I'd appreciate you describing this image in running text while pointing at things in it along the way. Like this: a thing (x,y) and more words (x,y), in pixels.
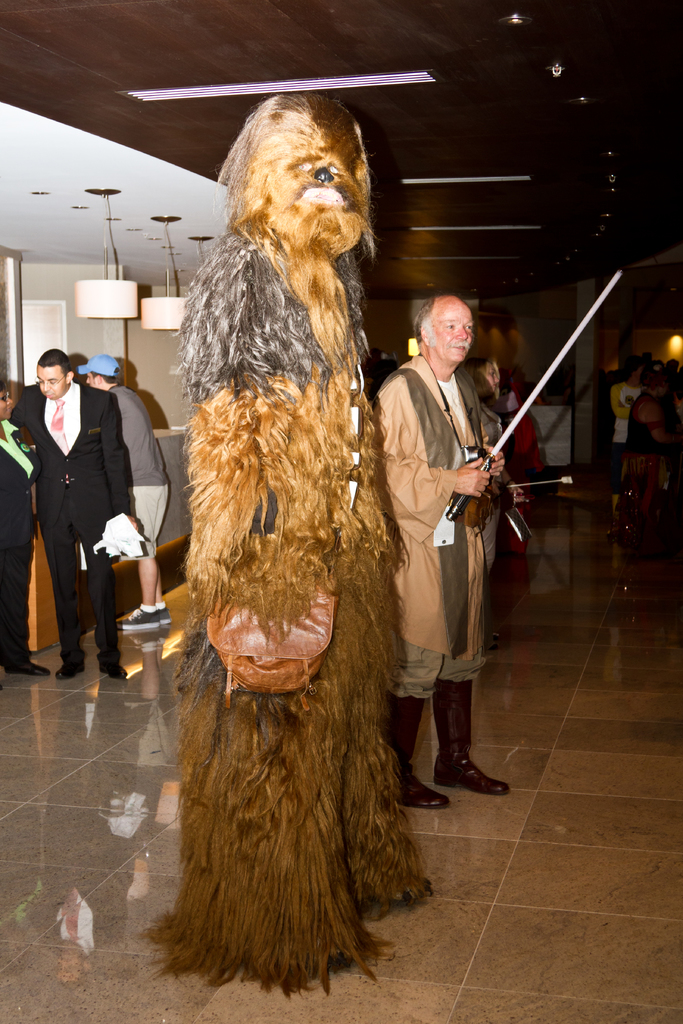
This image consists of many persons (411,488). In the front (385,512), the person (313,533) is wearing a costume (302,531). At the bottom (530,837), there is a floor (517,876). In the middle (434,521), the person (479,474) is holding a sword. At the top (221,125), there is a roof (221,125) along with the lights (169,270).
